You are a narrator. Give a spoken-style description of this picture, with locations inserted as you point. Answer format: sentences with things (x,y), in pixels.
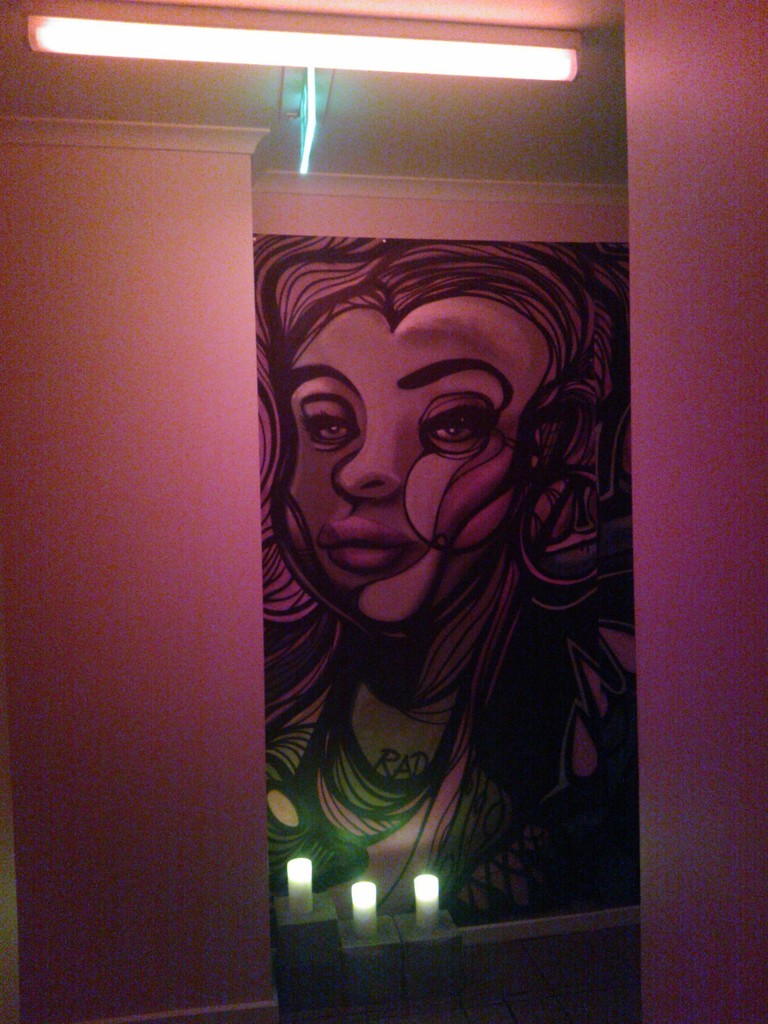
In this picture, we can see an inner view of the room (468,216), and we can see the wall (371,235) with poster (394,527) of an art, and we can see the roof (247,85) with lights (261,59), we can see the floor (469,1012) and some objects (322,999) with lights (287,870).
